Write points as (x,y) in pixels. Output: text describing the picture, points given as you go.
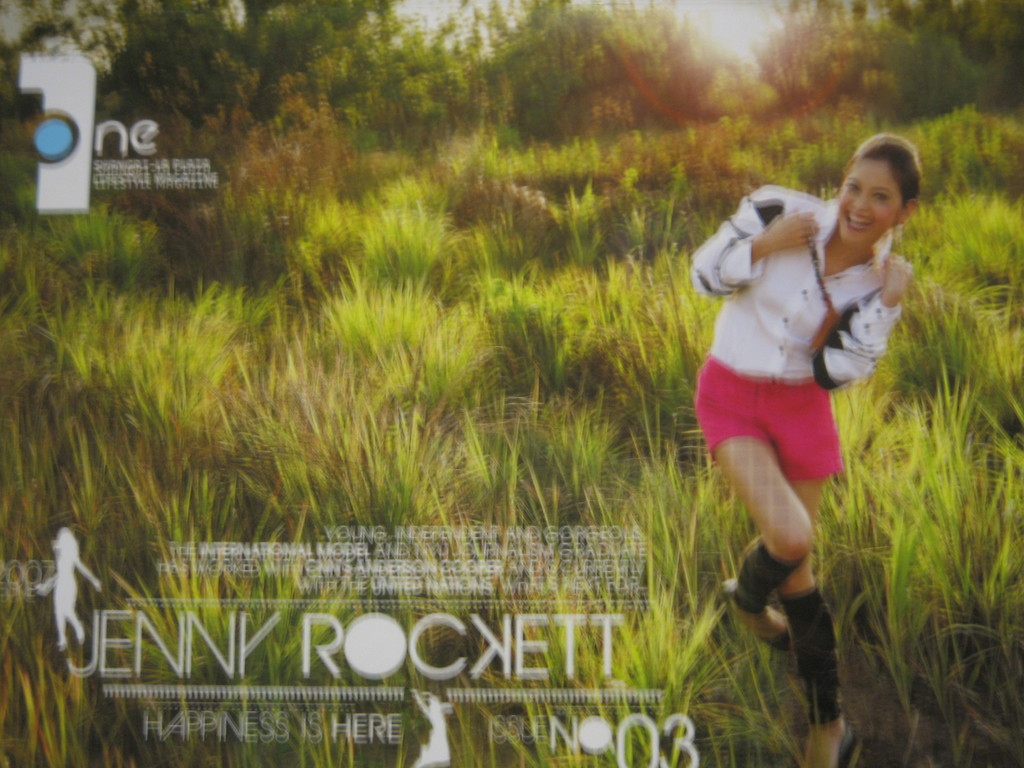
In the image we can see there is a poster (416,504) and there is a woman (793,593) standing on the ground (885,693) in the poster (442,395). There are plants (425,443) and behind there are trees (464,66). There is a matter (117,139) written on the poster (467,700).
